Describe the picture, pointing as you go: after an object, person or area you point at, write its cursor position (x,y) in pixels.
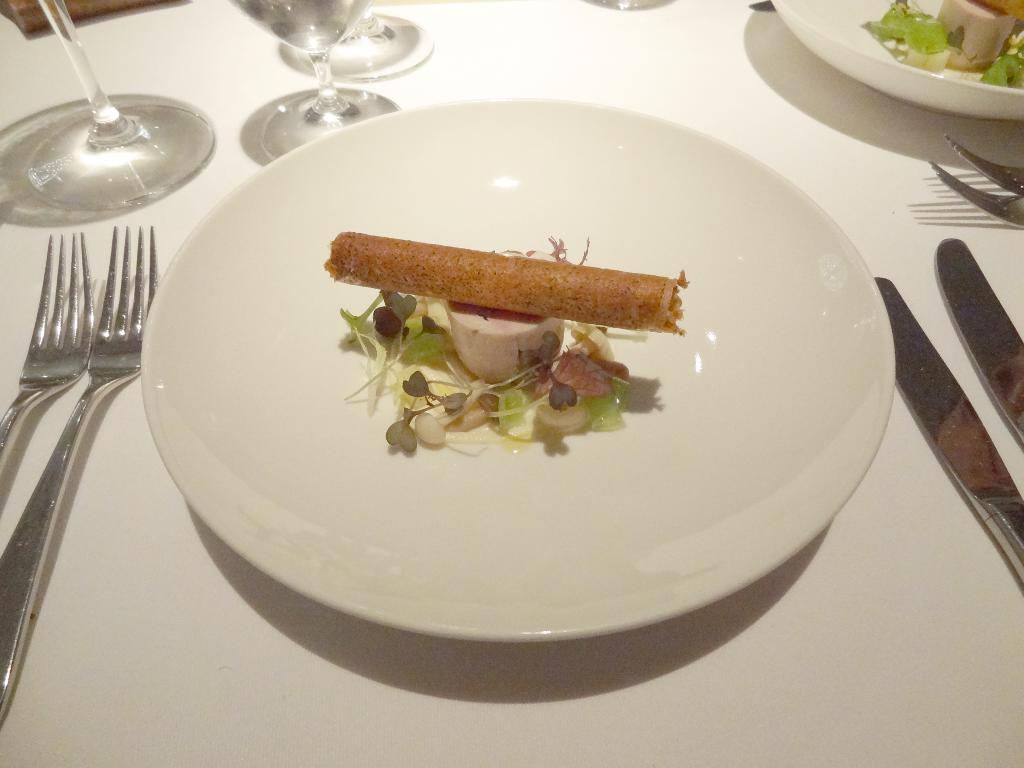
In a white plate (538,189) I can see the leaves (545,360), flowers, cucumber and roll (514,294). On the table (167,9) I can see the forks (57,389), knives (997,533), plates (715,242), water glasses (278,4) and other objects (141,4).
